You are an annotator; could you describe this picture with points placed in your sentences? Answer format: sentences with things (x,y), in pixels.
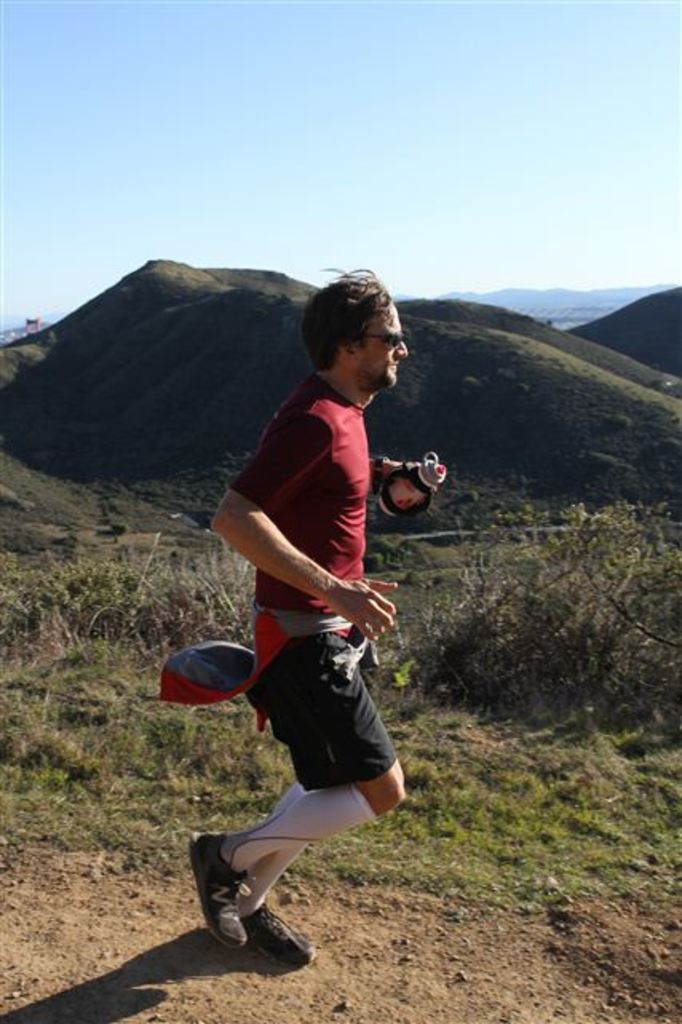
In the picture we can see a man (295,736) running on the mud surface (467,1014) and he is with red T-shirt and holding a water bottle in the hand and behind him we can see a grass surface (583,771), plants (580,552), hills (184,374) and behind it we can see a sky (438,211).
